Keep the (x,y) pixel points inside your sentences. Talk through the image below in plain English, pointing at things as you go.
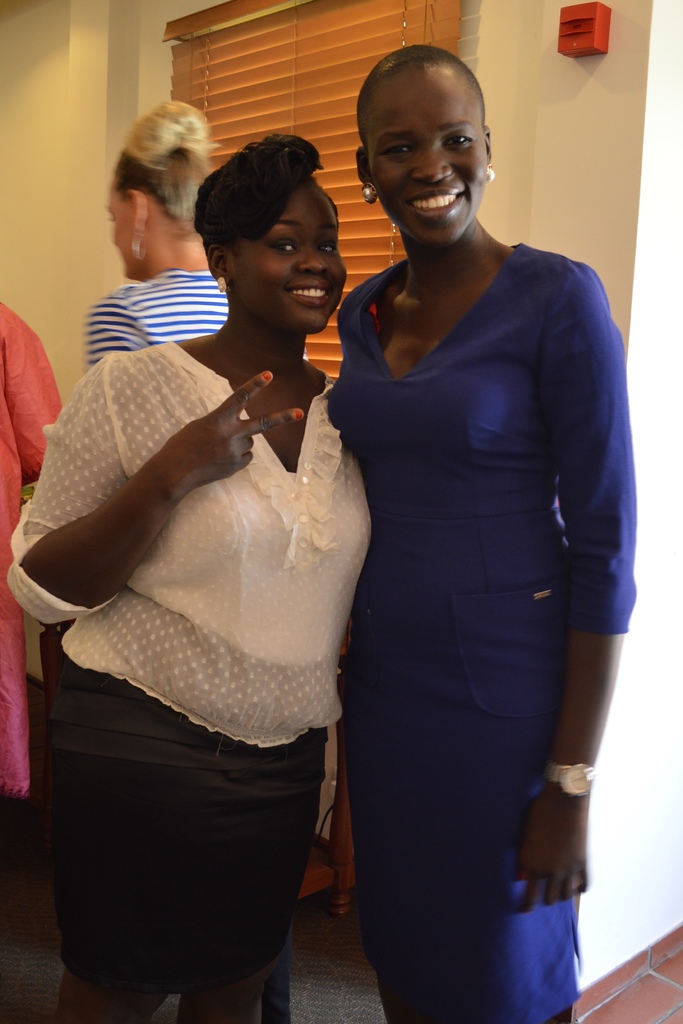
In the image we can see two women (242,610) standing, wearing clothes (340,604) and ear studs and the right side woman (516,625) is wearing a wrist watch (562,778). Behind there are other woman (38,364) standing, wearing clothes (107,317). Here we can see a window (358,58) and a floor (644,1014).
